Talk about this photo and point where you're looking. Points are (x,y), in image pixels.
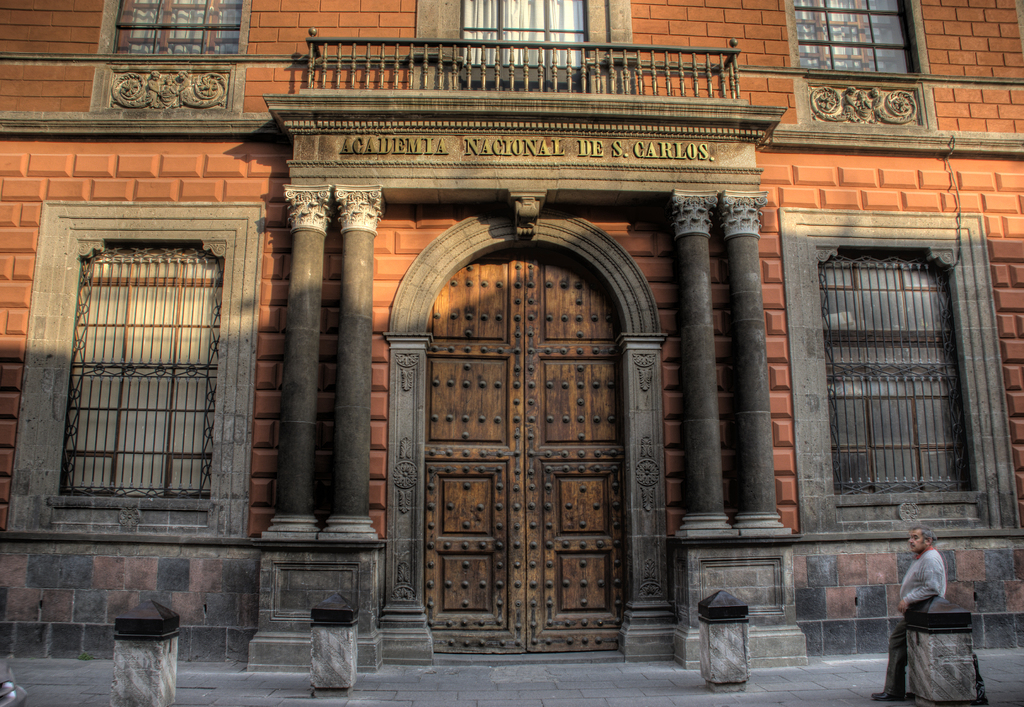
There is a person (939,571). Here we can see a building (505,177), door (571,595), and windows (217,306).
